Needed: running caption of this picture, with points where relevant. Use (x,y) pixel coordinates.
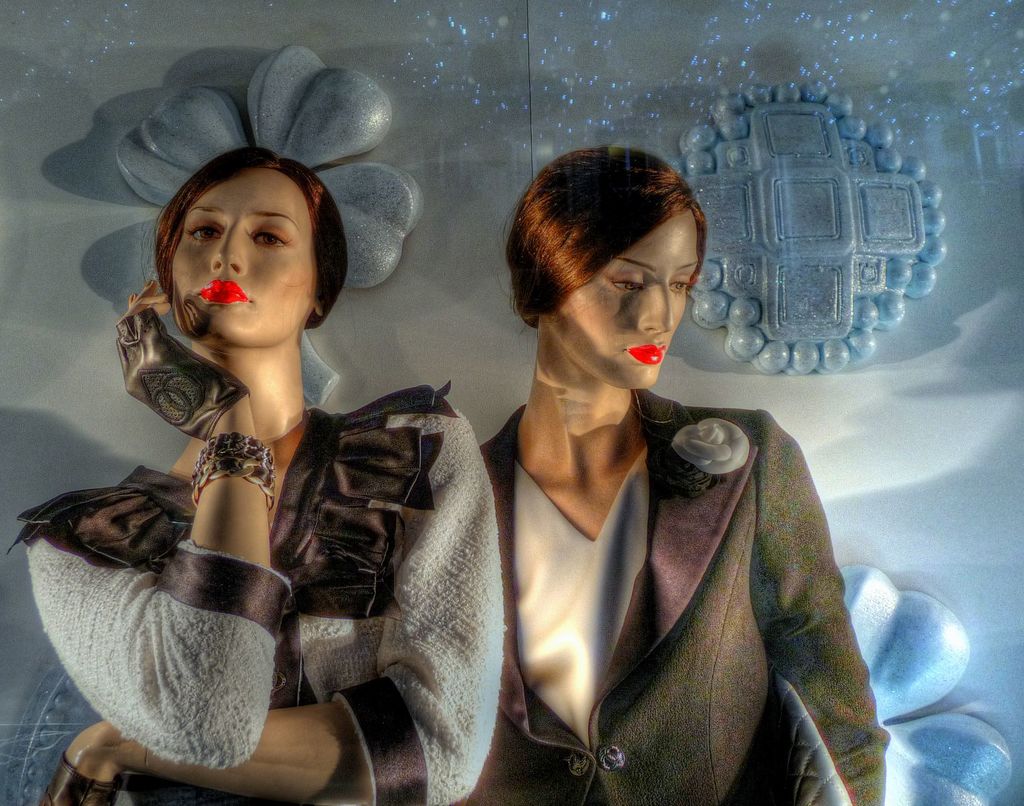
This is a picture. In this picture we can see mannequins (819,596). In the background (617,31) we can see the design wall (698,81).
